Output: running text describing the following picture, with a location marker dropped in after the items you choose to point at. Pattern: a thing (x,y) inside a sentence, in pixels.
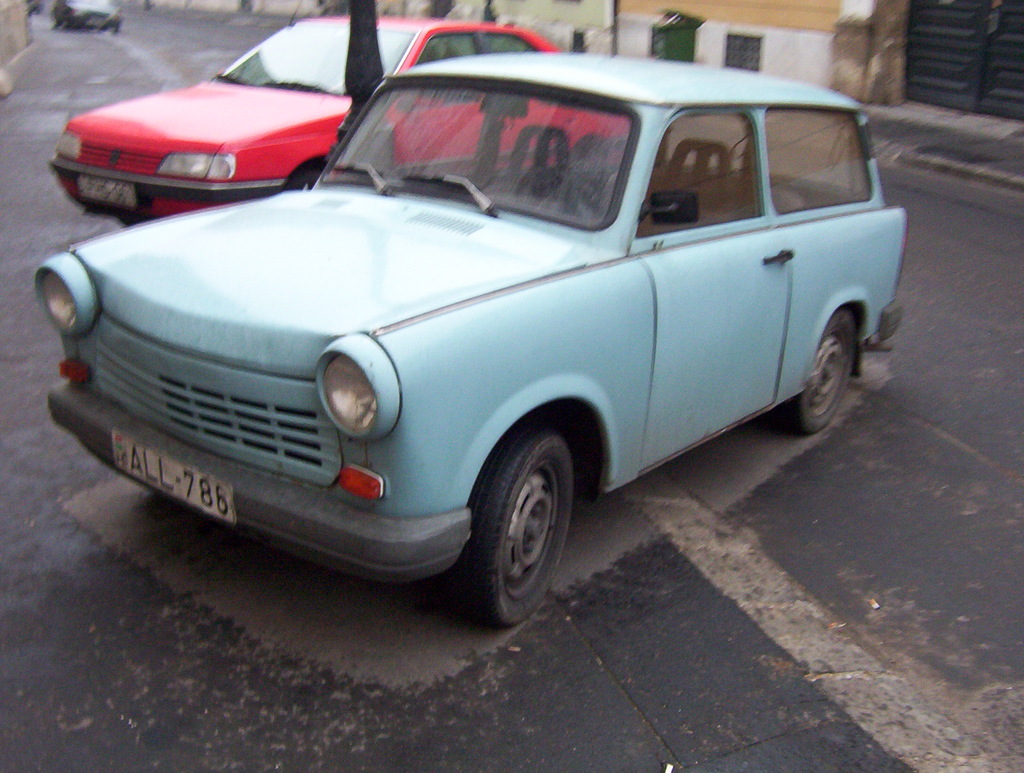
In this image there is a road (121,563) on which there are two cars (312,183) in the middle (488,332). In the background (87,14) there is another car (101,16) on the road (194,60). There are buildings (646,38) on either side of the road (44,38). In between the two cars (286,103) there is a pole (371,46).
